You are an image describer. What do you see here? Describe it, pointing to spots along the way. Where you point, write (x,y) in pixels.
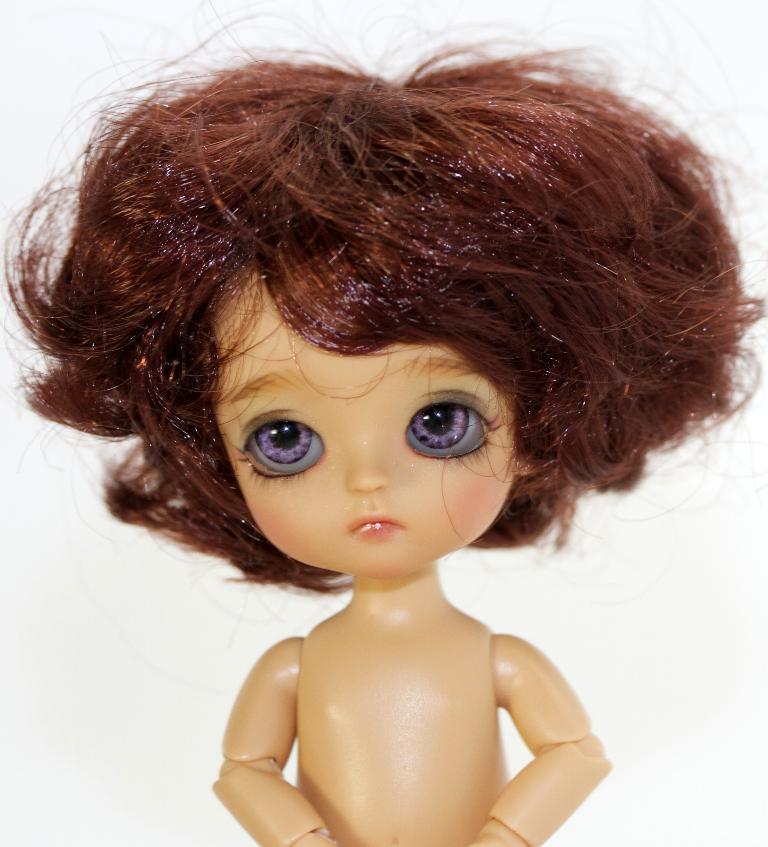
This image consists of a doll (641,147) with white color background (641,823).
